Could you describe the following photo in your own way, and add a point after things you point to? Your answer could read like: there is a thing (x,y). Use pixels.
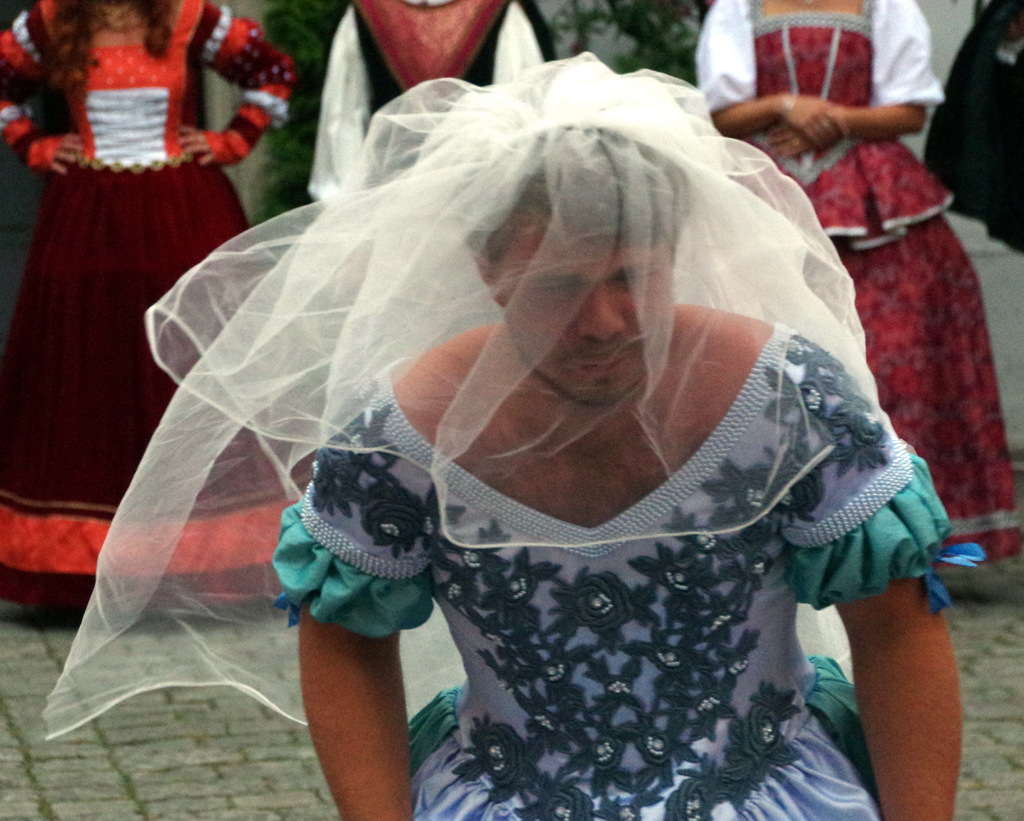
In this picture we can see a person (623,698) on the ground (220,798) and in the background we can see persons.
